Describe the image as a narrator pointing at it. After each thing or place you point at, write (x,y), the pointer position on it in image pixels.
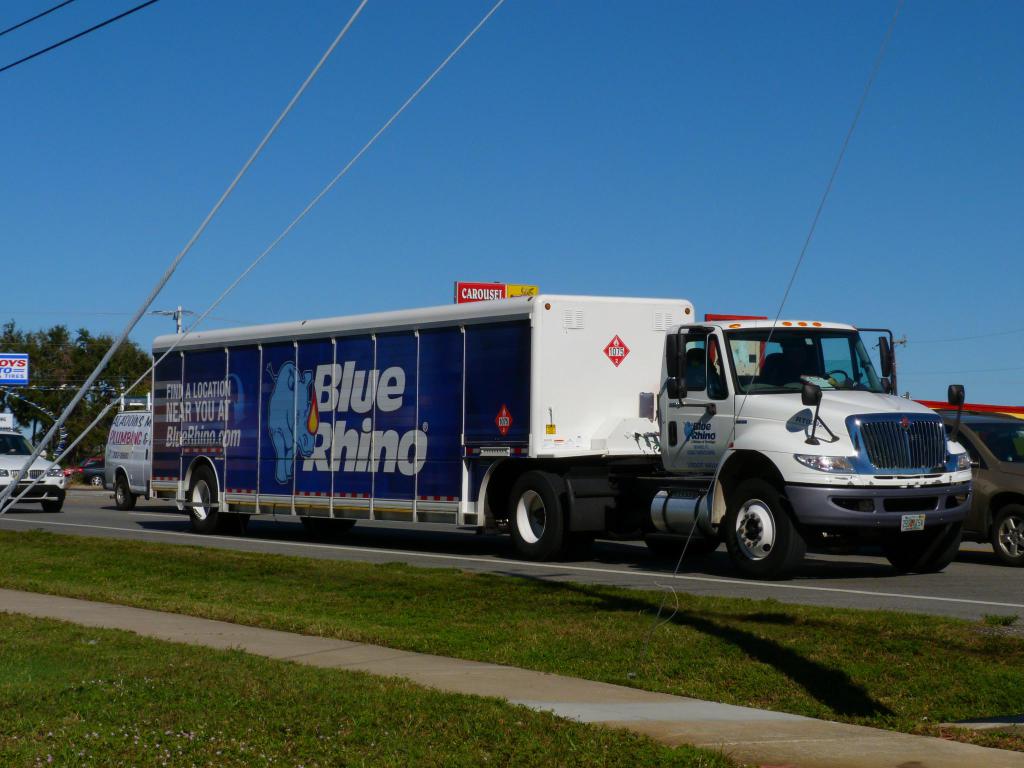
This is the picture of a road (1020,573). In this image there are vehicles (260,456) on the road (820,578). On the left side of the image (5,396) there are trees (45,418) and there is a pole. In the foreground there are wires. At the top (441,157) there is sky (441,157). At the bottom (424,536) there is a road (426,541) and there is grass (392,602).
